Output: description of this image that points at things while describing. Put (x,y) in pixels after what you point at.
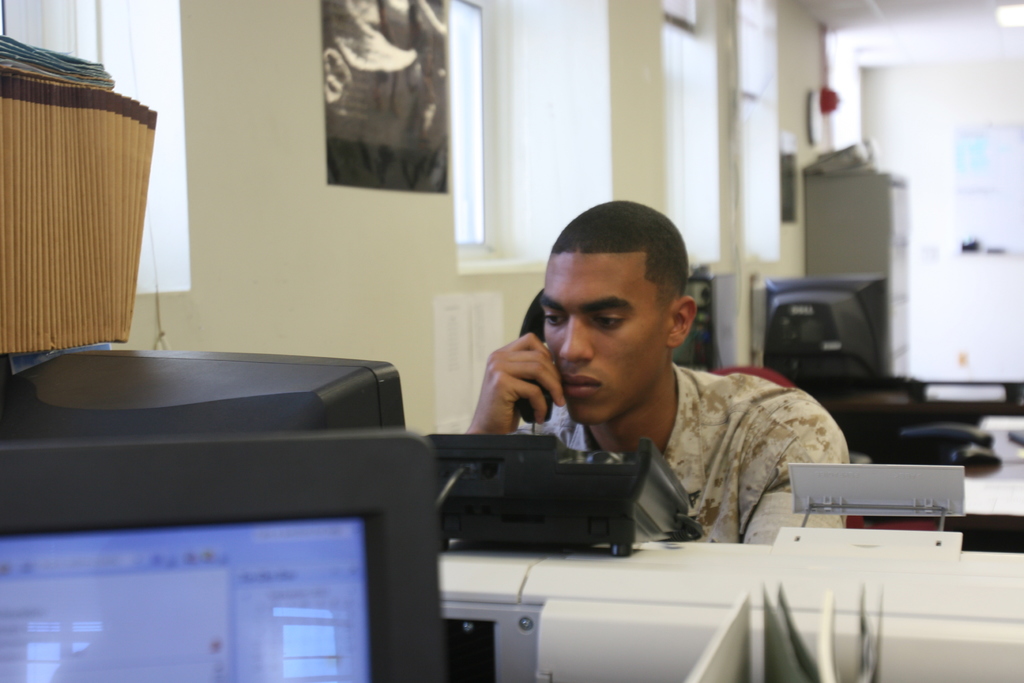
In the image there is a man (605,340) sitting in front of a system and talking through a telephone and on the left side (226,242) there is a wall (240,236) and there is a poster (364,56) attached to the wall (309,98) and there are some other electronic items (833,301) in the background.
